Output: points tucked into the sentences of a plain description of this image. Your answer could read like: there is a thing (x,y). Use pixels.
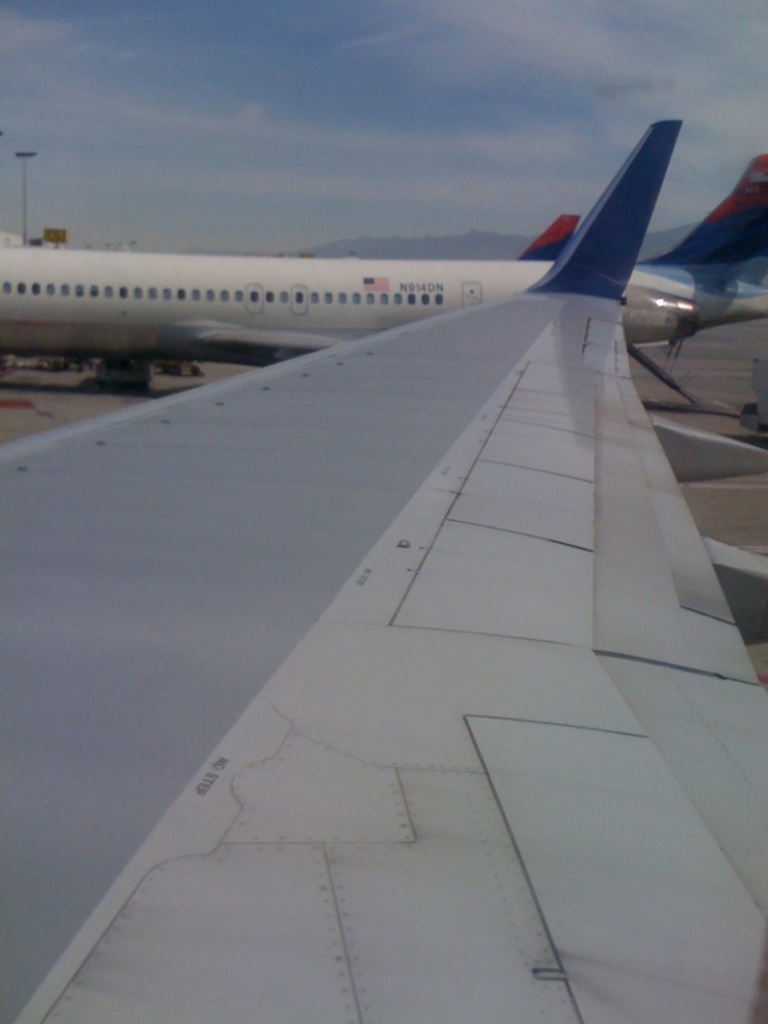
In the image there are aeroplanes (87,296) on the road (46,392) and above its sky (302,105) with clouds (180,124).
